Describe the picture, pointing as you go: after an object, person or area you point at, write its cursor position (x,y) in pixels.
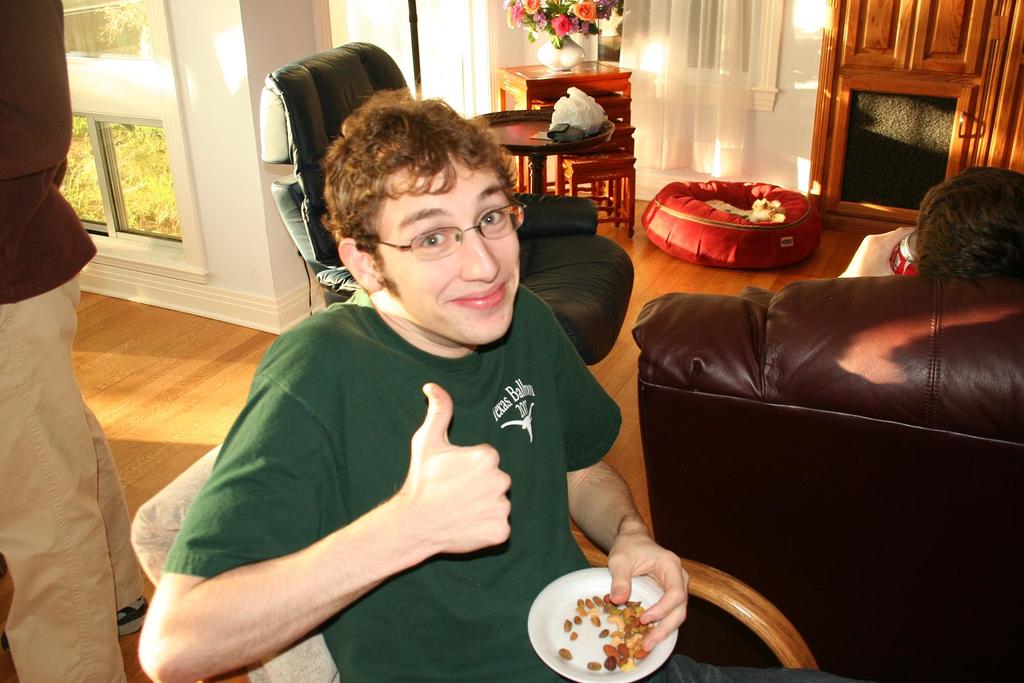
This image is clicked in a house (865,228). In the middle (468,370) there is a man (440,426) he wear a green t shirt (315,438), he hold a plate (560,620), he is smiling. On the left (41,252) there is a man (48,370). In the back ground (816,358) there is a sofa (825,404), person (887,253), chair (327,130), table (500,120), flower vase (562,61), curtain (665,87) and window (144,64).
